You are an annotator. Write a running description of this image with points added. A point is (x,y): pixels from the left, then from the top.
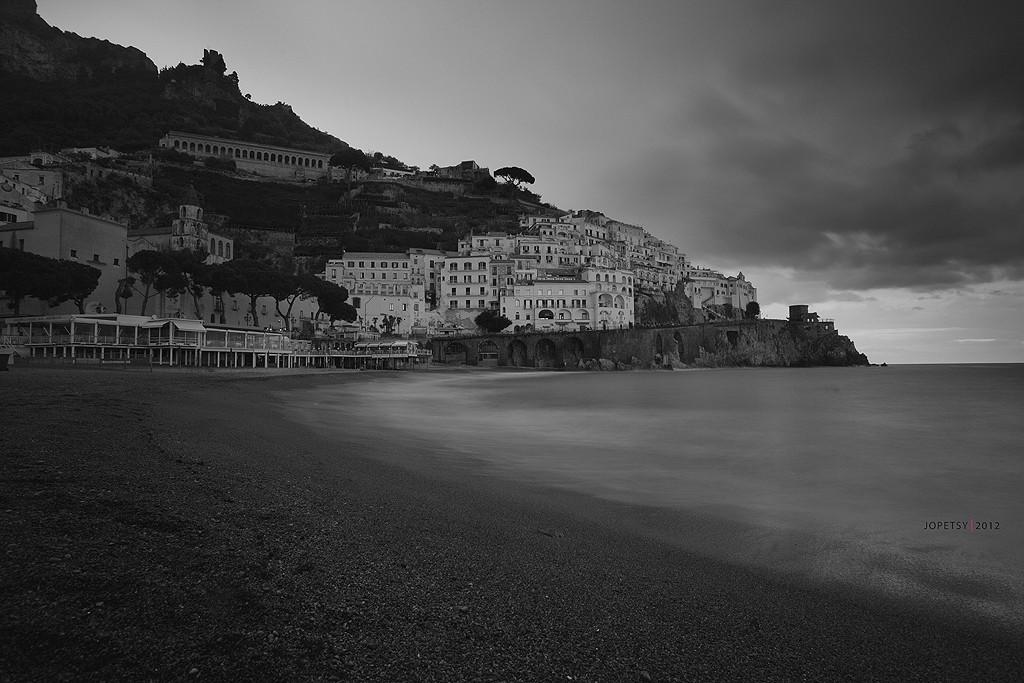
This is a black and white picture, in this image we can see a few buildings (432,261), there are some trees (220,281), water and mountains (50,102), also we can see the sky (807,146) with clouds (806,139).
